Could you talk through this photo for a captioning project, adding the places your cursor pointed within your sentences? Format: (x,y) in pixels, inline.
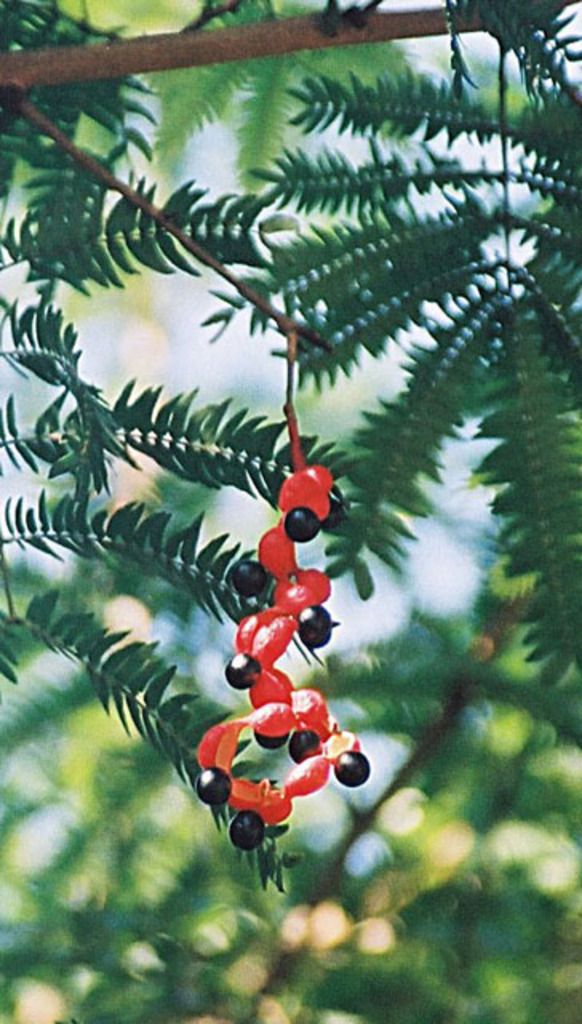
In this image there is a tree branch (44,232), on which there is an object (260,808), behind the tree (66,241) may be there is the sky (110,502).
